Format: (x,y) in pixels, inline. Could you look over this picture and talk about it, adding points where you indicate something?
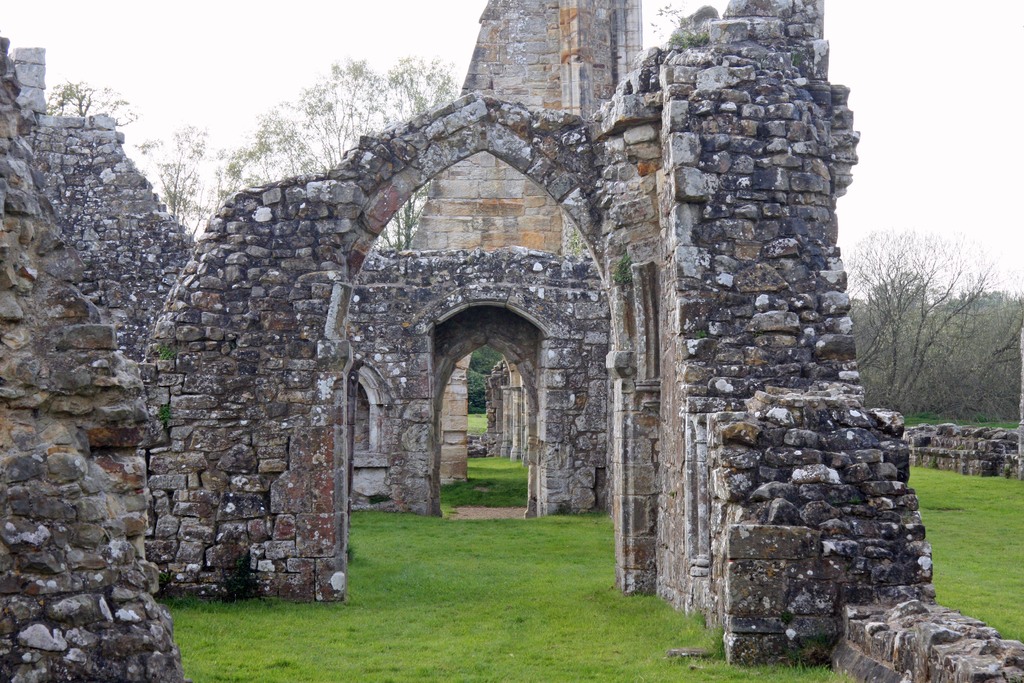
In this image I can see a fort (224,479). Background (1013,350) I can see few dried trees (932,369), grass (980,501) in green color and sky (869,76) in white color.
